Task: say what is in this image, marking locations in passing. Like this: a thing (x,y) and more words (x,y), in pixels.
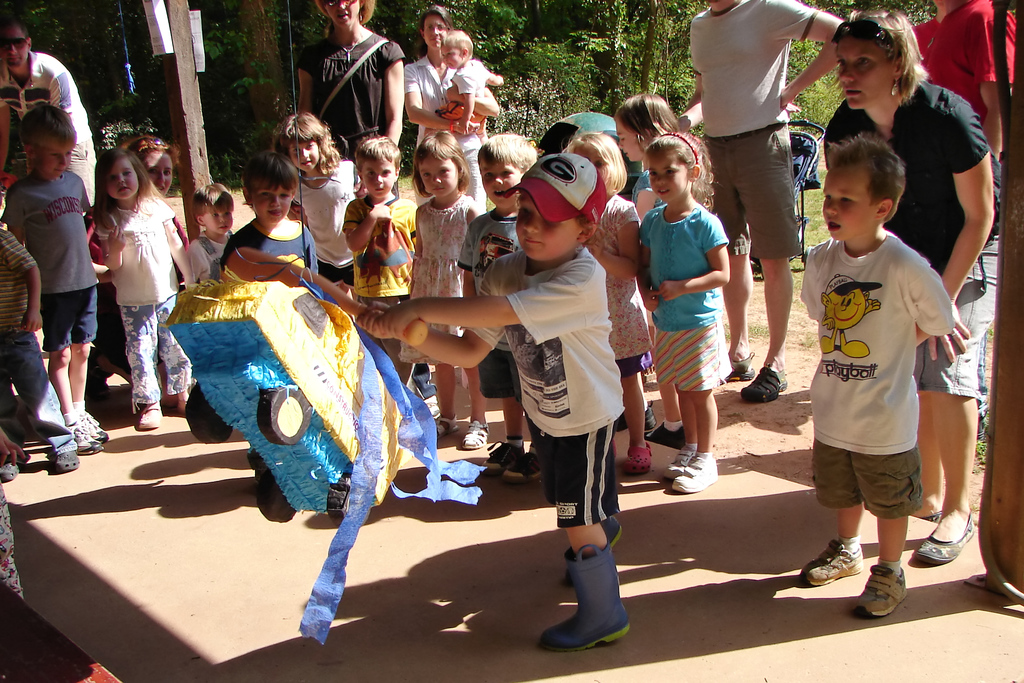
Here we can see children (511,242). This kid (551,412) is holding an object (408,340) near this toy (276,335). Background (521,84) there are trees (546,81), people (326,9) and baby chair (810,153). This woman (433,62) is carrying a baby (468,97).
